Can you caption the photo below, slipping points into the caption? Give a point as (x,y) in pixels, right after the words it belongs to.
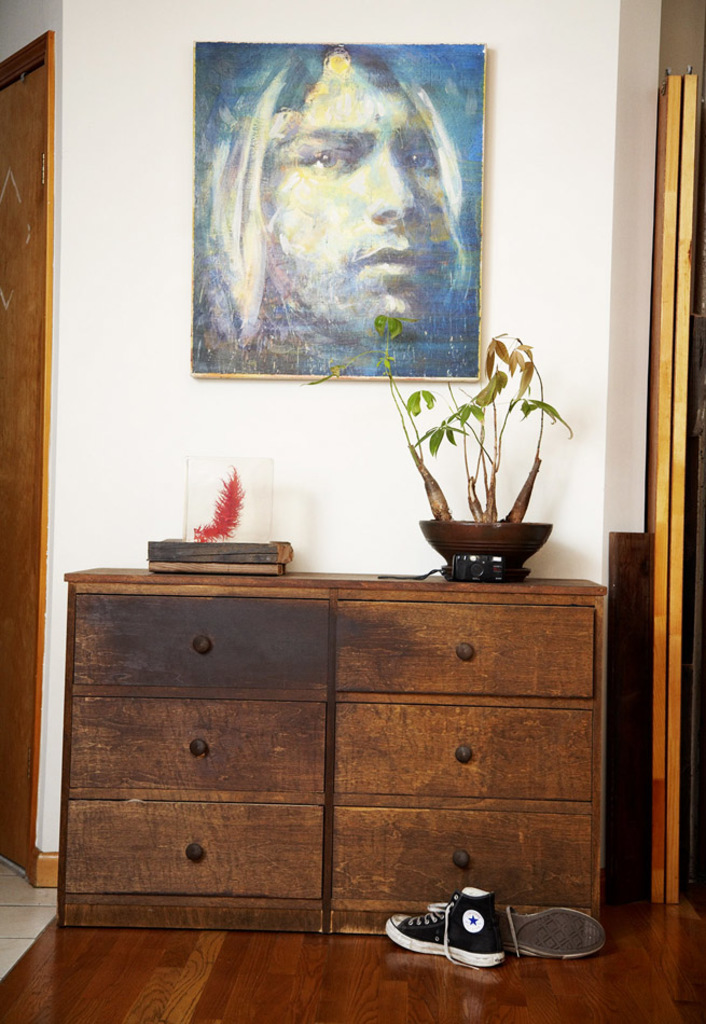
In this image we can see a photo frame (222,176) hanged to a wall (117,326). We can also see a plant (437,511) in a pot (457,546) which is placed on a cupboard (509,690) and shoes (488,924) on the floor (383,948).
